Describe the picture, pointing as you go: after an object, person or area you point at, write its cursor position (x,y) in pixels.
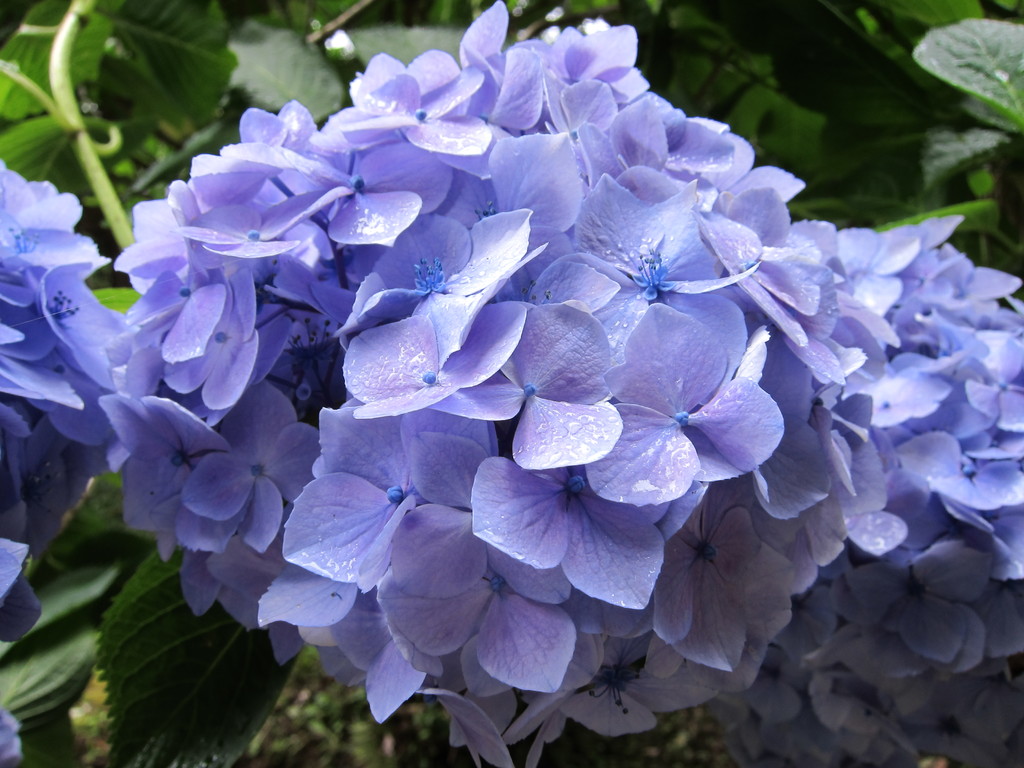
In this image we can see the flowers (492,489), leaves (178,637). And we can see the plants (159,79).
